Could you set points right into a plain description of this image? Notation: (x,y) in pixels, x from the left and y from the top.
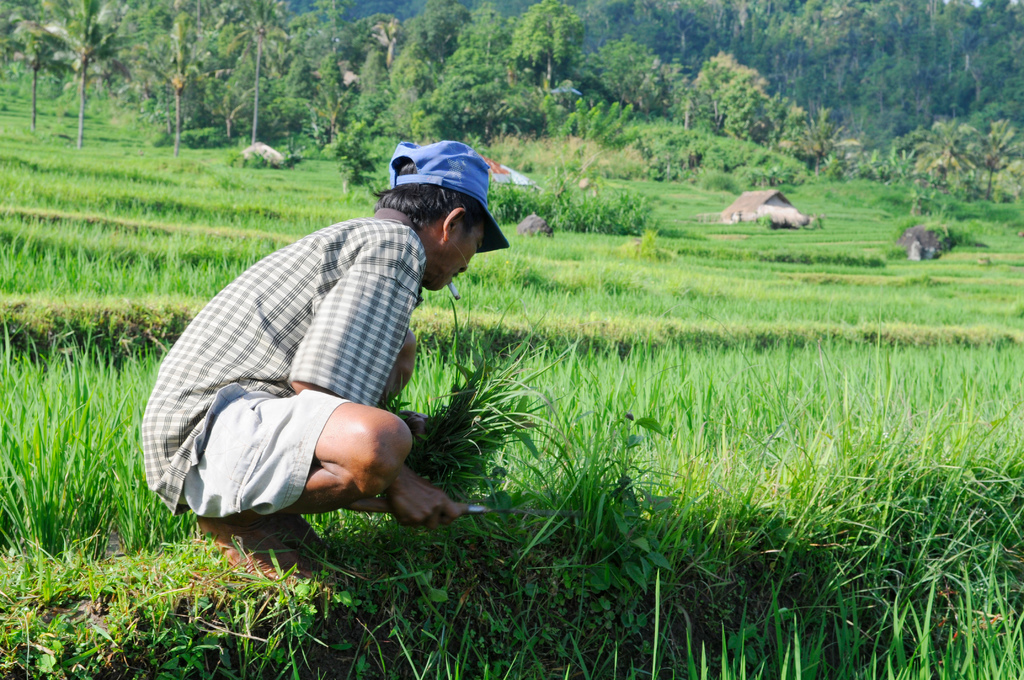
In this picture we can see a person (431,505) holding an object (463,511) in his hand (435,511). Some grass (362,527) is visible on the ground (543,373). We can see a house (765,215) and few trees (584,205) in the background (817,177).
